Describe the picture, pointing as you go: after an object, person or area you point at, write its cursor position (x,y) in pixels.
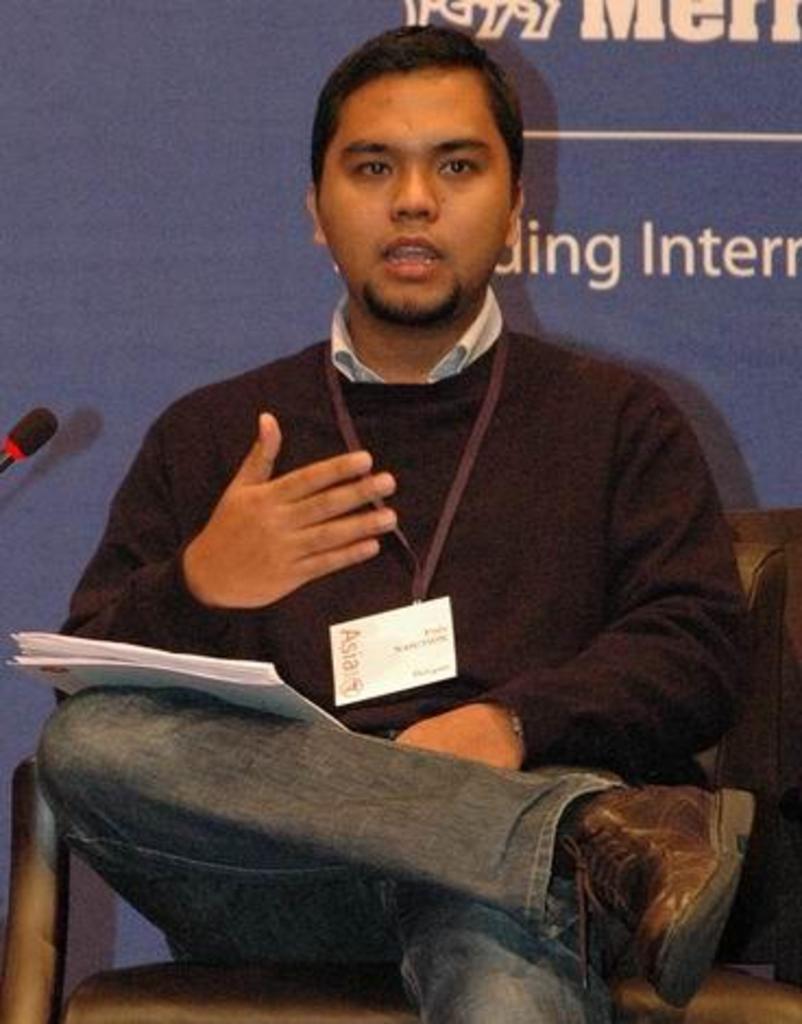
In this image we can see a man (327,607) is sitting on the chair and there are papers (168,663) on his leg (178,743). In the background (145,316) there is a hoarding (144,327) and a microphone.
